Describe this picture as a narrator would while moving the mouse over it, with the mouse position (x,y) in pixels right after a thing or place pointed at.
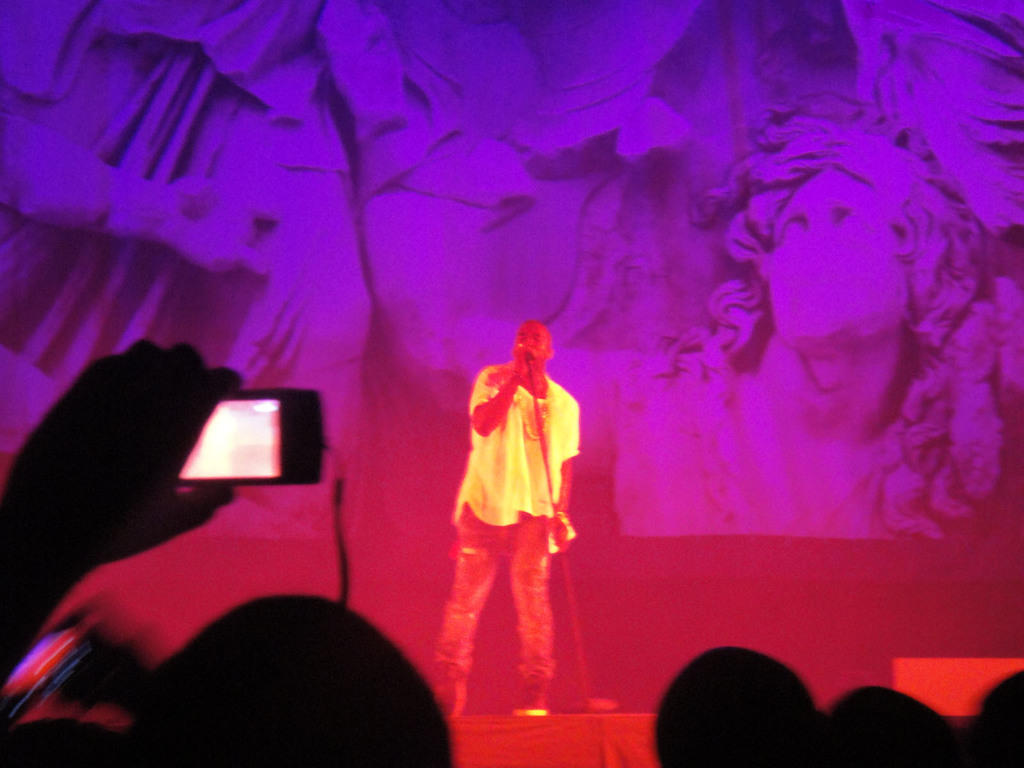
In this picture I can see a human (327,601) is holding a camera (306,485) on the left side (228,462). A person (535,502) is singing in the middle (522,487), in the background (589,525) it looks like a screen (780,346). It is an edited image.
